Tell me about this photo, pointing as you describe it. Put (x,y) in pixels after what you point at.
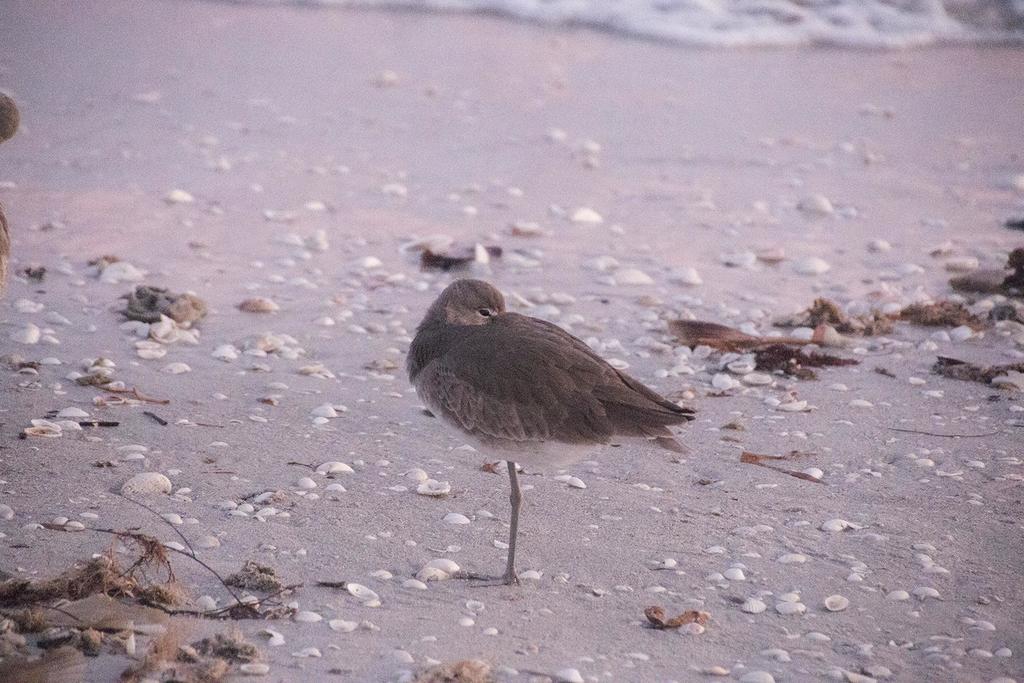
In this image I can see the bird (487,417) standing on the sand (532,585). To the side of the bird (499,407) I can see many stones (232,354) and some brown color objects (38,673). In the background (584,17) I can see the water (541,7).
